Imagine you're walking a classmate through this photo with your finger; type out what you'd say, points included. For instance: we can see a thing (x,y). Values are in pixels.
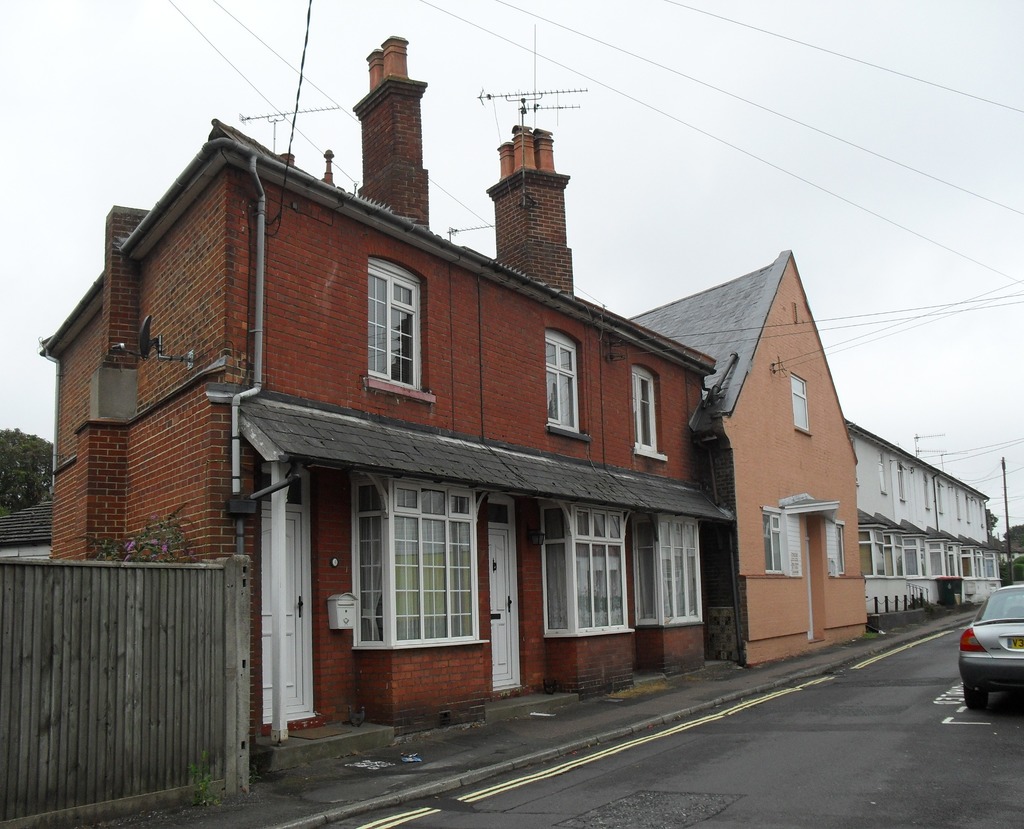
This image is clicked on the road (685,777). To the right (971,662) there is a car (1001,656) parked on the road (956,704). Beside the road (852,695) there are buildings (679,556). To the left (152,698) there is a fence (104,665). At the top (572,74) there is the sky (88,75). In the background (1005,496) there are trees (13,465) and poles (1009,539).
